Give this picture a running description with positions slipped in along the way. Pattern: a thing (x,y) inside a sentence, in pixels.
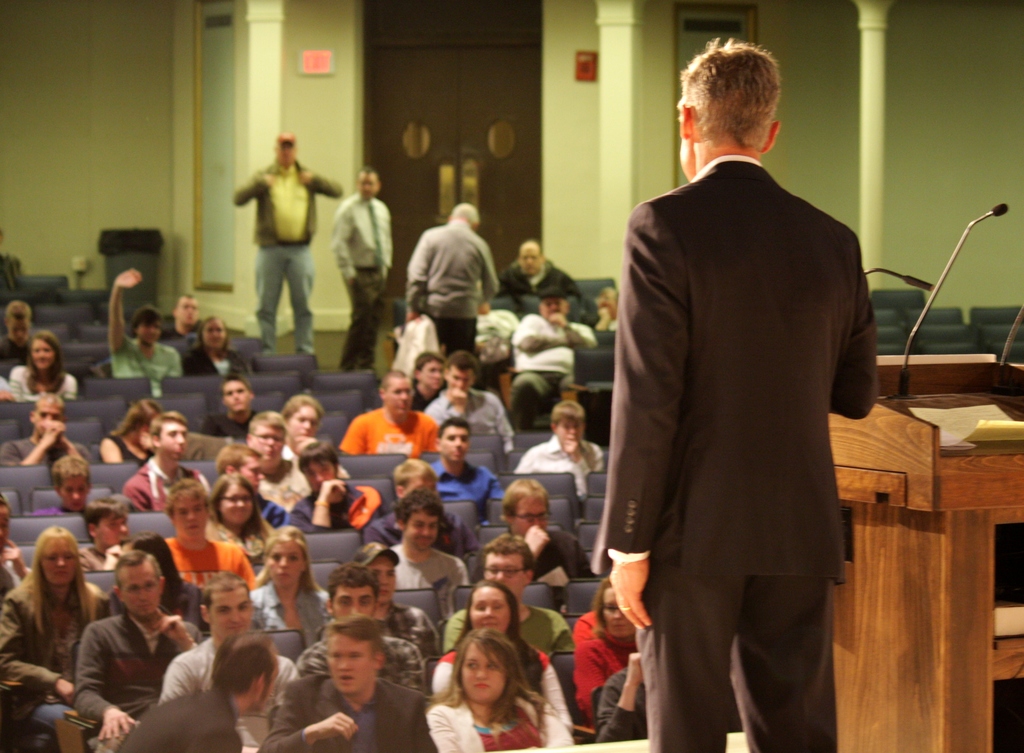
In the picture there is a room (564,454), in the room (564,454) there are many people (458,376) sitting on the chairs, there are some people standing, in front of them there is a man (826,351) standing beside a podium (993,451), on the podium (935,519) there are microphones (947,266) and a paper (993,426) present, there are pillars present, there is a door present on the wall (992,176).
